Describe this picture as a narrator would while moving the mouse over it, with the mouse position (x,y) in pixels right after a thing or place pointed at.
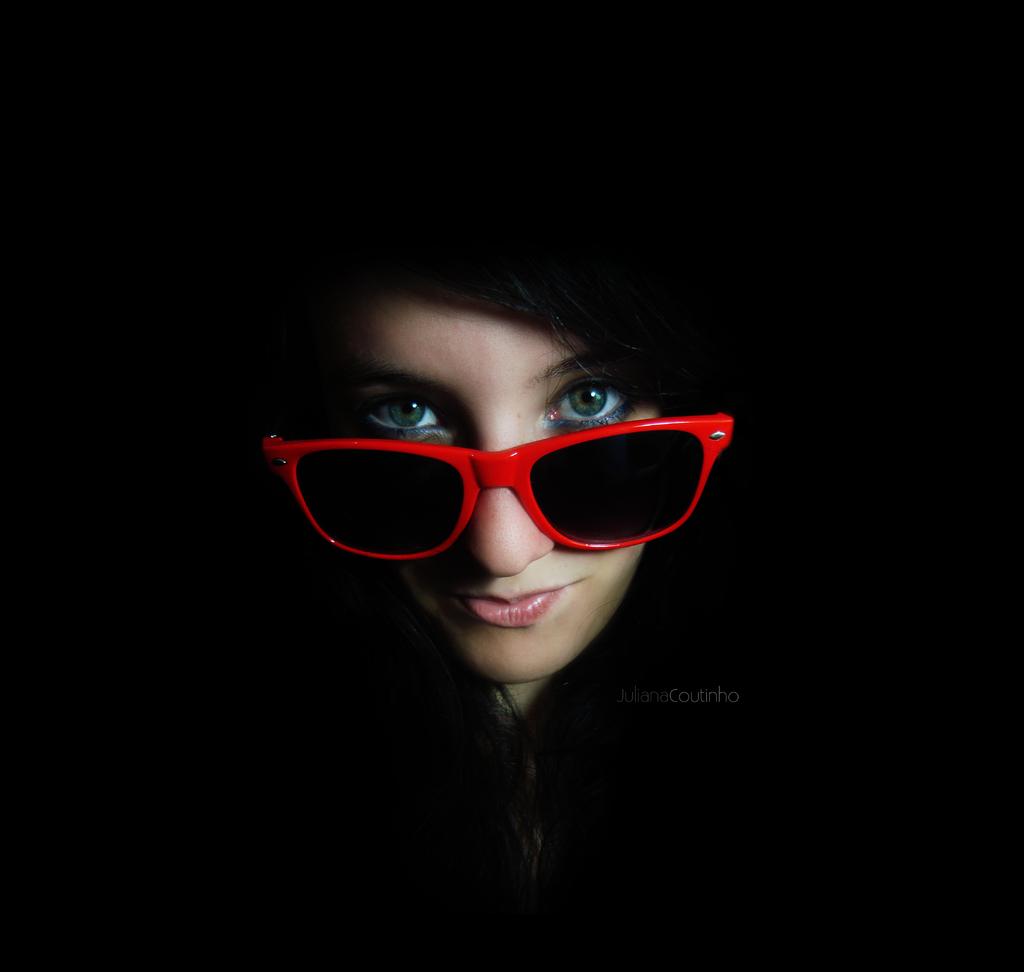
In the image we can see a woman (644,372), she wears glasses (663,532).
